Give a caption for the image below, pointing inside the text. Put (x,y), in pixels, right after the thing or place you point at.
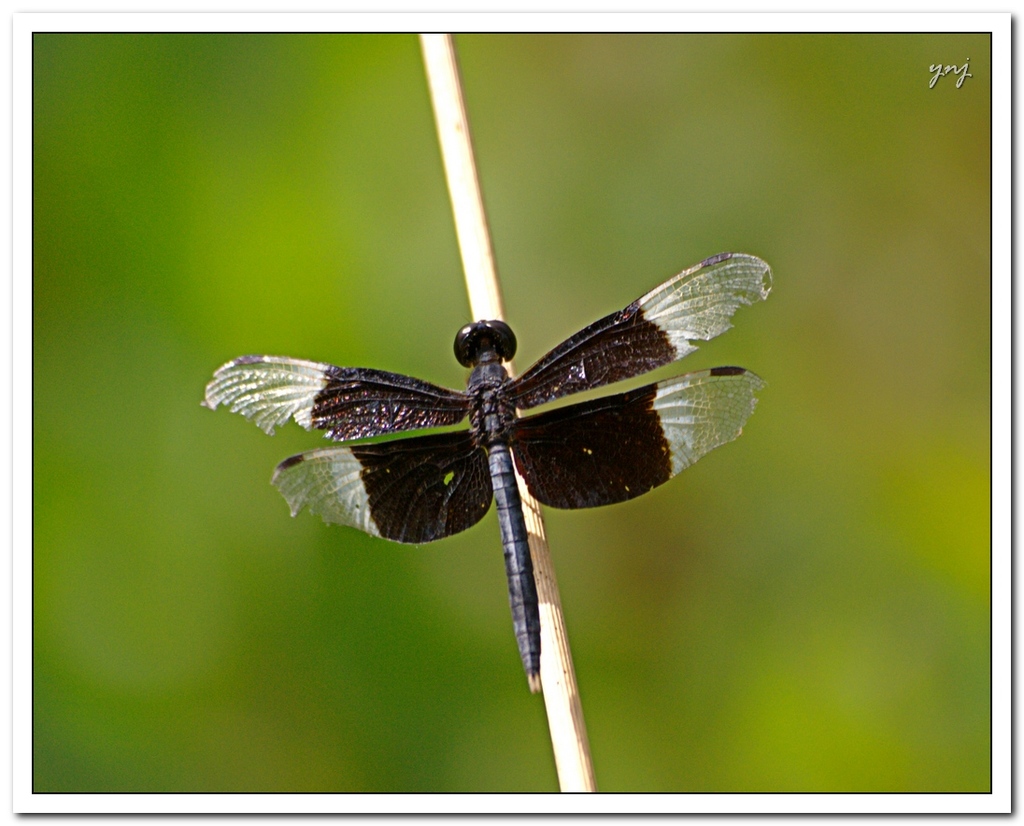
In this picture I can see an insect (625,431) which is of black, brown and white color and it is on a stick (508,372). I see that it is green color in the background (671,206) and I see the watermark (955,78) on the top right corner of this image (953,80).
